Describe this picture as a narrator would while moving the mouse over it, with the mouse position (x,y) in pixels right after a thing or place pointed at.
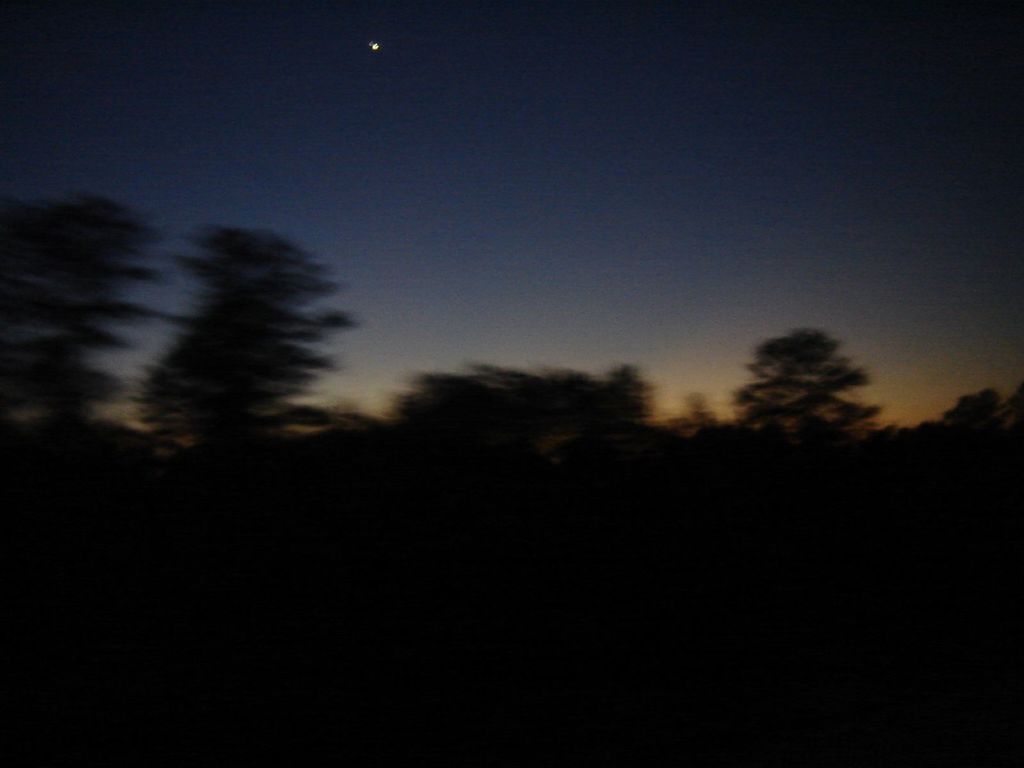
In this image we can see the moon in the sky (378,62). We can see trees (443,419) in the middle of the image (503,407). It is dark at the bottom of the image (235,681).
